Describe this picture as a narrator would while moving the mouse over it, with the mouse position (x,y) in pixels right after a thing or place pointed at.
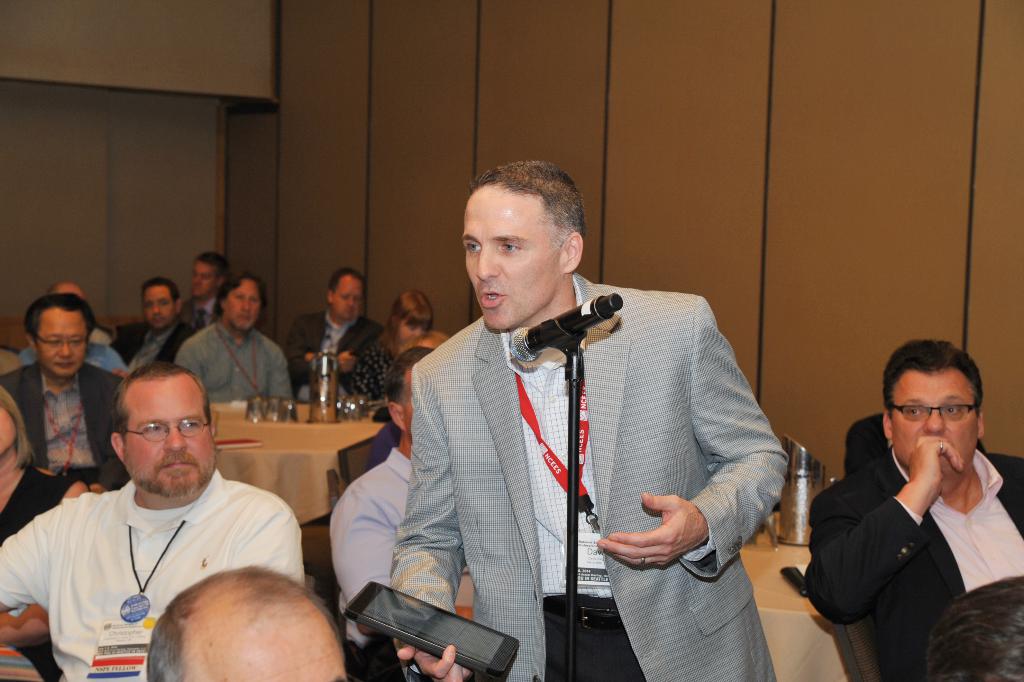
In the picture there are many people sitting on the chair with a table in front of them, on the table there are glasses (346,395) and jugs (333,373) present, there is a person (529,428) standing in front of a microphone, he is catching a tab (483,663) with his hand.
